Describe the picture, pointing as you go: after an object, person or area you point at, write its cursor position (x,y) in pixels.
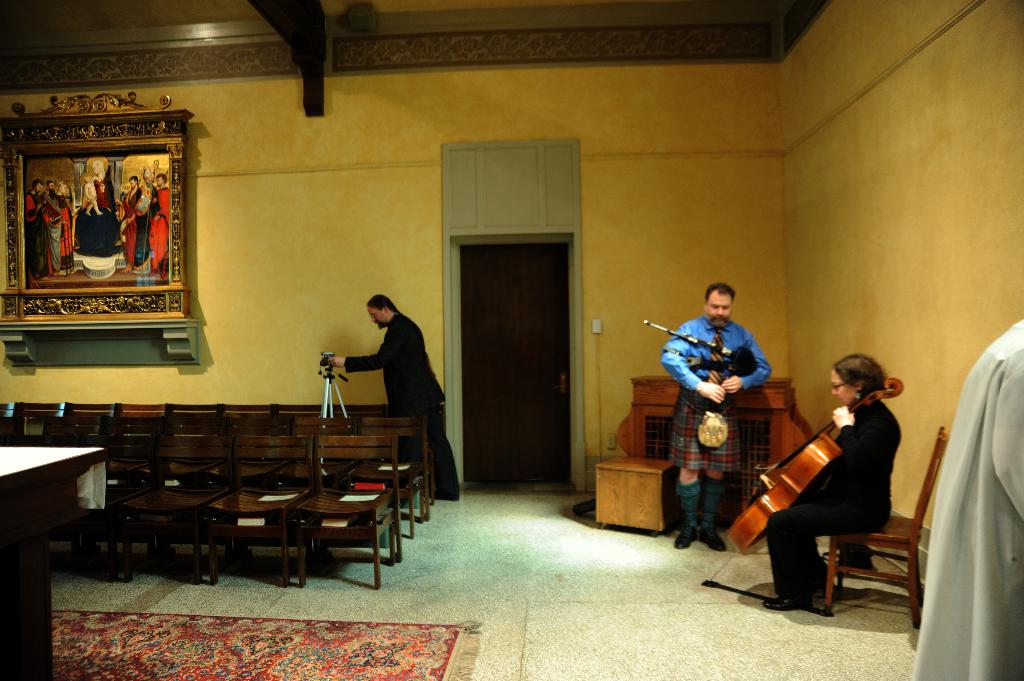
In this picture we can see four people (438,414) and couple of chairs (199,455), in the right side of the image (837,477) a woman (861,490) seated on the chair (890,528) and playing cello (830,446) and next to her there is a man (697,439) he is standing and playing some music instrument (690,364) in the middle of the image (394,383) one man (409,369) is trying to operate camera (332,353) in the background (163,256) we can find a wall painting (113,243).
